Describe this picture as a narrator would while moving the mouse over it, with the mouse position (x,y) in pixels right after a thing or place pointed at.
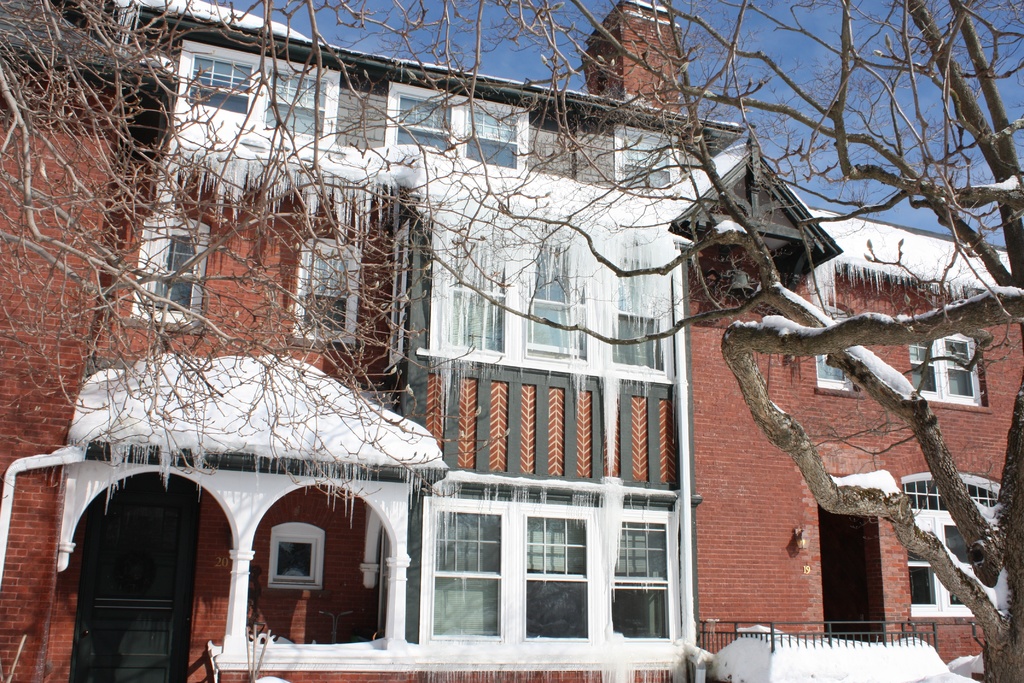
In this image there is a building (643,478). On the right (817,455) we can see a tree (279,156). At the bottom (711,631) there is a railing (711,631) and we can see snow (774,669). In the background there is sky (709,70).
